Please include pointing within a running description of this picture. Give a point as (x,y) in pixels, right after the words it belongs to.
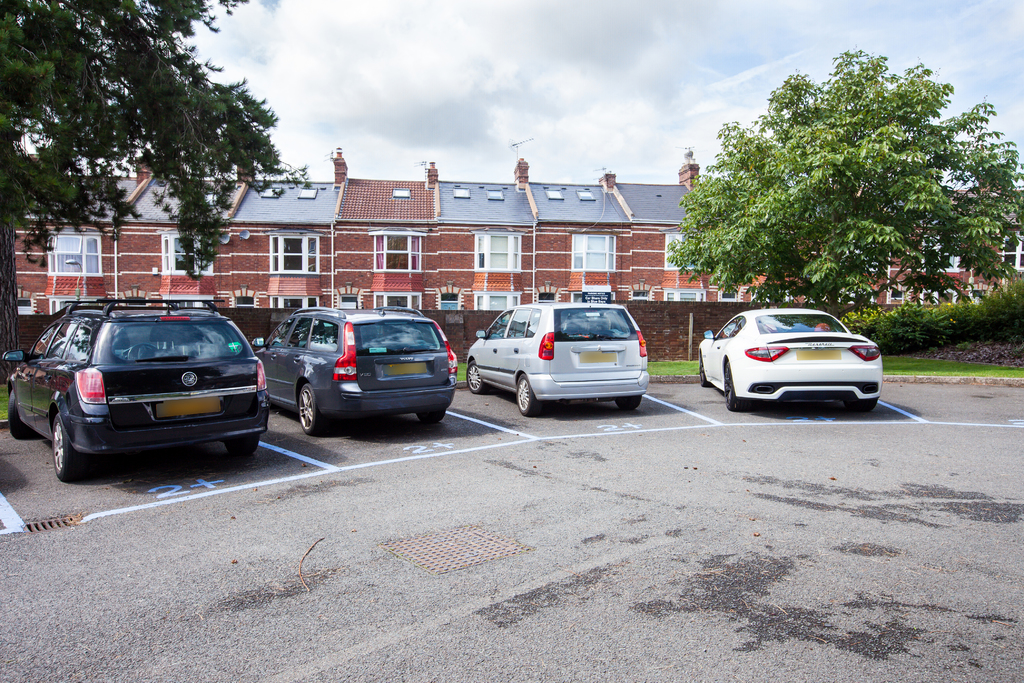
In the middle of the image (576,333) we can see some vehicles (51,364) on the road (908,426). Behind the vehicles (809,333) we can see a wall (679,332), plants (970,318) and trees (11,175). Behind the wall (666,332) we can see a building (362,196). At the top of the image (505,106) we can see some clouds (563,3) in the sky (232,17).
